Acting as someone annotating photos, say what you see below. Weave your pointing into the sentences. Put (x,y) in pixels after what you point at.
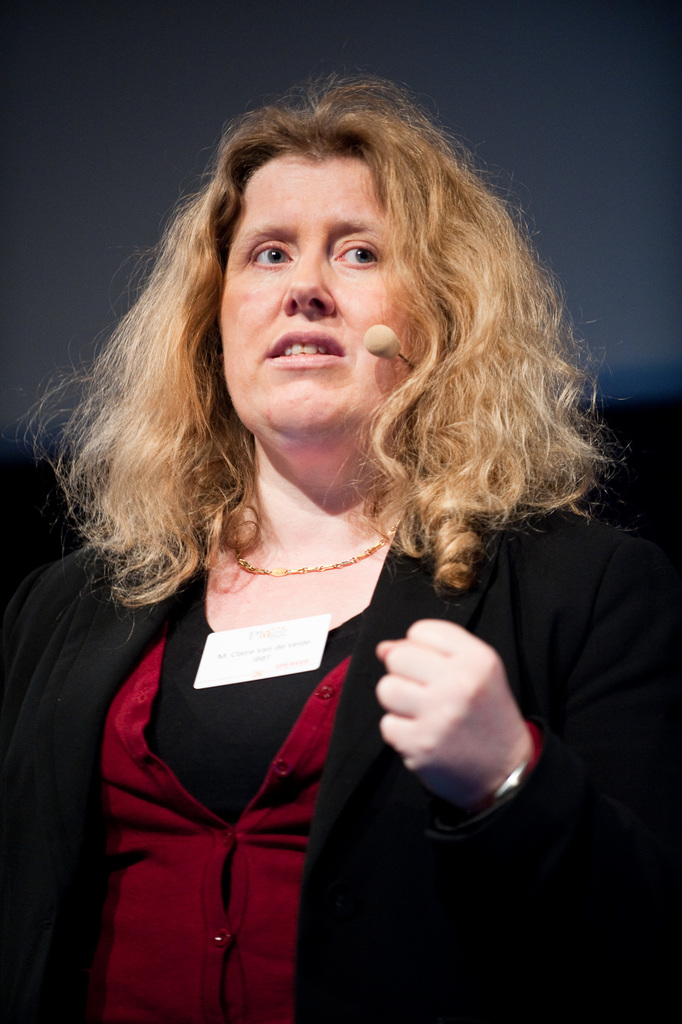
In the center of the image (451,500) there is a lady (334,575) wearing a black color suit (527,955). The background of the image (503,94) is not clear.
